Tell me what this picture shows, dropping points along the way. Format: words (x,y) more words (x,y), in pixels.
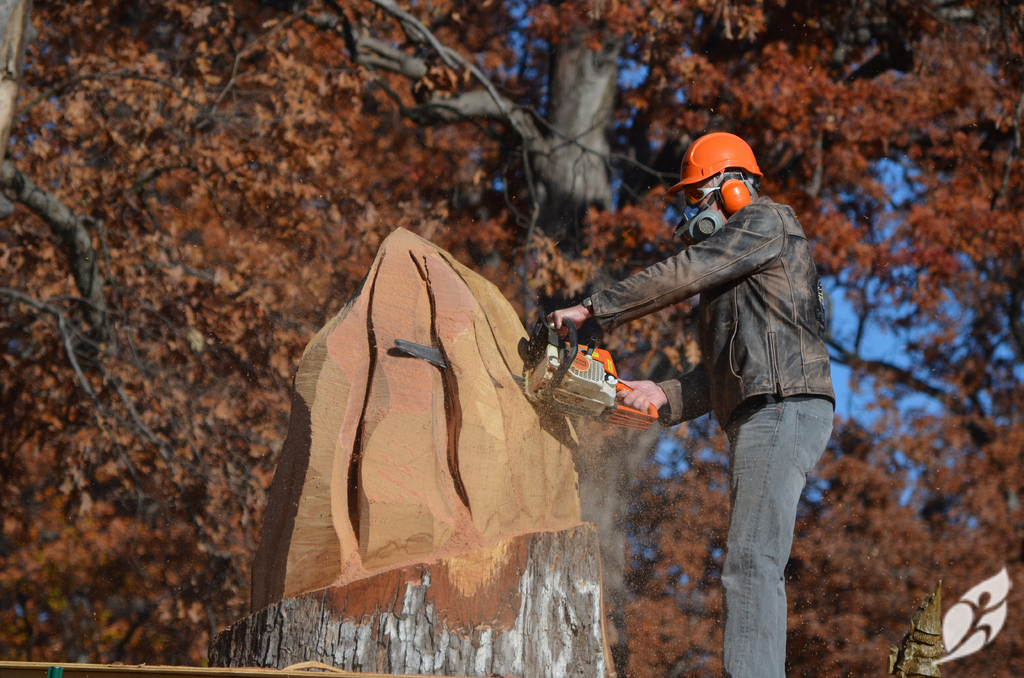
In this image I can see the person (771,240) standing and holding some object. In the background (671,93) I can see few trees (592,145) and the sky (903,192) is in blue color. In front (315,430) I can see the trunk (437,429).
